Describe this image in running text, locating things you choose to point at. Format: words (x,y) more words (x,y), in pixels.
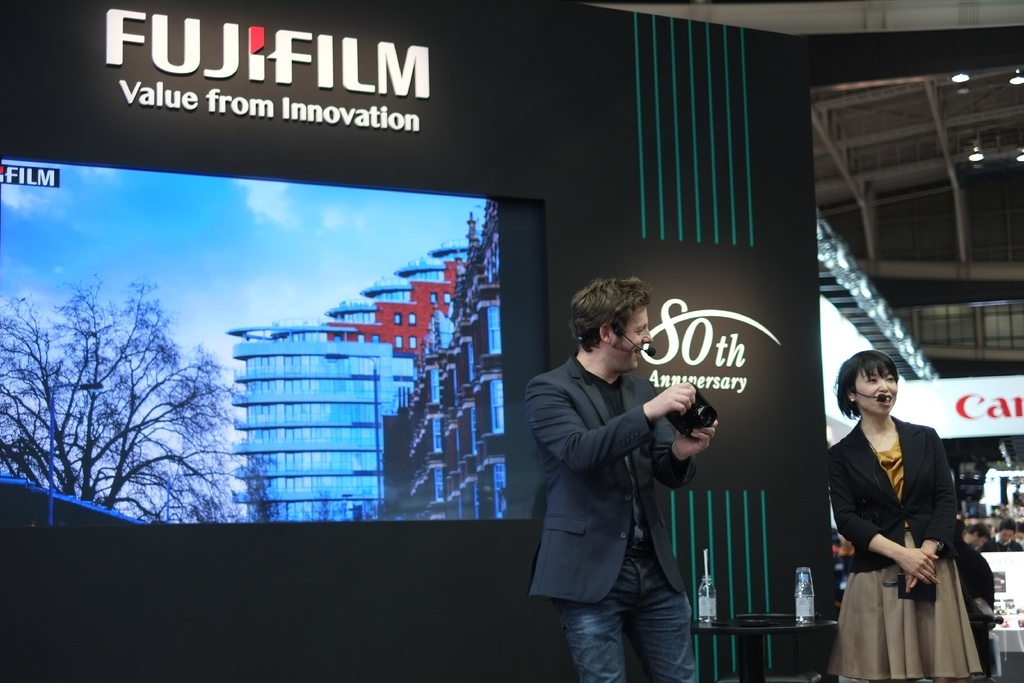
In this image, I can see the man (653,647) and woman (897,541) standing and smiling. This man (667,459) is holding a camera (709,410) in his hands (706,433). This looks like a table (751,629) with two bottles (807,593) on it. I can see a screen (475,494) with the display (285,198). These are the letters (381,71) on the board (718,373). On the right side of the image (1005,524), I can see few people (989,548). This looks like a board (967,413). I think these are the lights (1016,73), which are attached to the ceiling (934,173).
